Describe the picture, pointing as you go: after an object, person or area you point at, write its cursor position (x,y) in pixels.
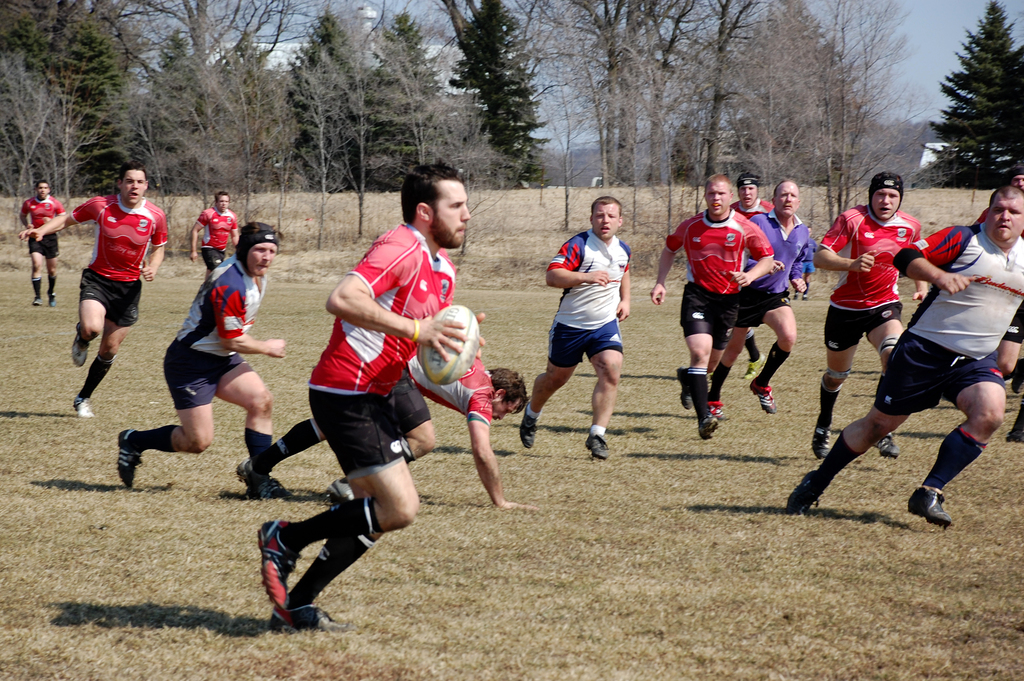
In this image we can see the people (708,256) running on the ground (626,456) and the other person (400,348) holding a rugby ball (466,335). In the background (398,176), we can see the trees (438,115) and sky (916,40).
